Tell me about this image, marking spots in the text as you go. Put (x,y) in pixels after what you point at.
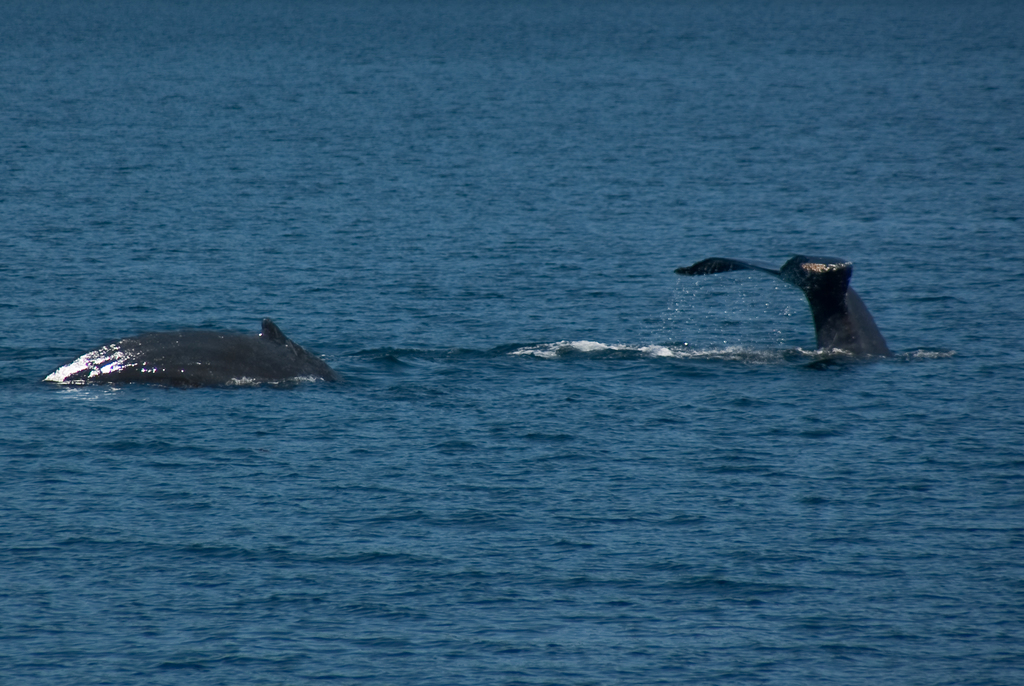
In this picture there are two whales (852,344) in the water (852,364). Here we can see ocean (548,273).
